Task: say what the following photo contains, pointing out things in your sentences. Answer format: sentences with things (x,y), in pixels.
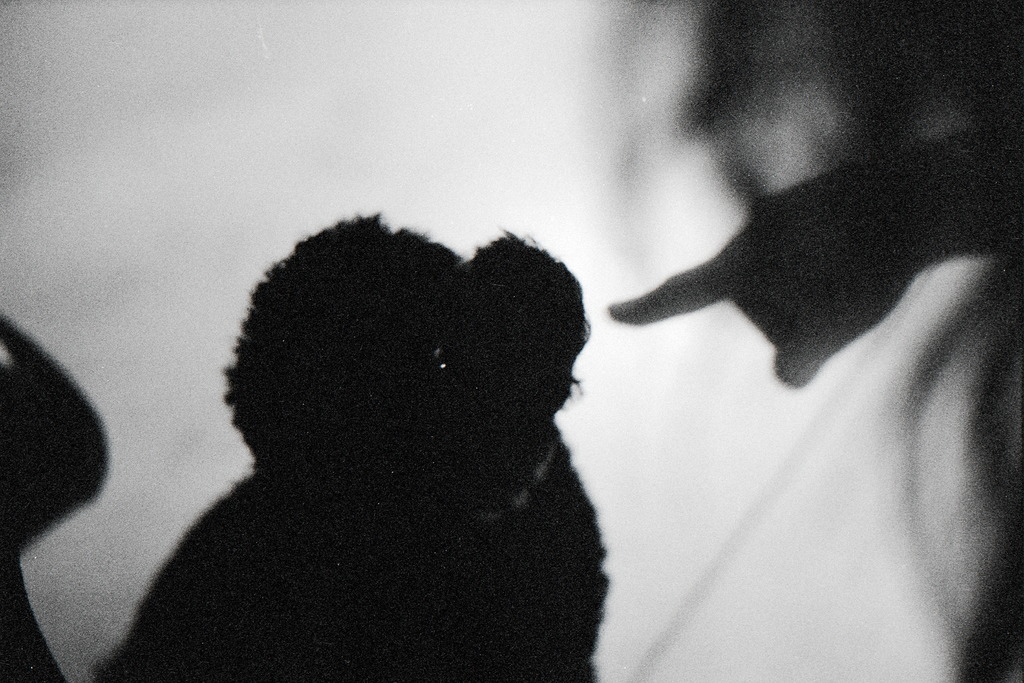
This is a black and white image, in this image. In the middle (478,297), we can see an animal (557,479). On the right side (897,246), we can see hand (913,248) of a person (963,205) and black color. On the left side (2,319), we can also see hand (56,426) of a person (91,429). In the background (192,291), we can see white color.
